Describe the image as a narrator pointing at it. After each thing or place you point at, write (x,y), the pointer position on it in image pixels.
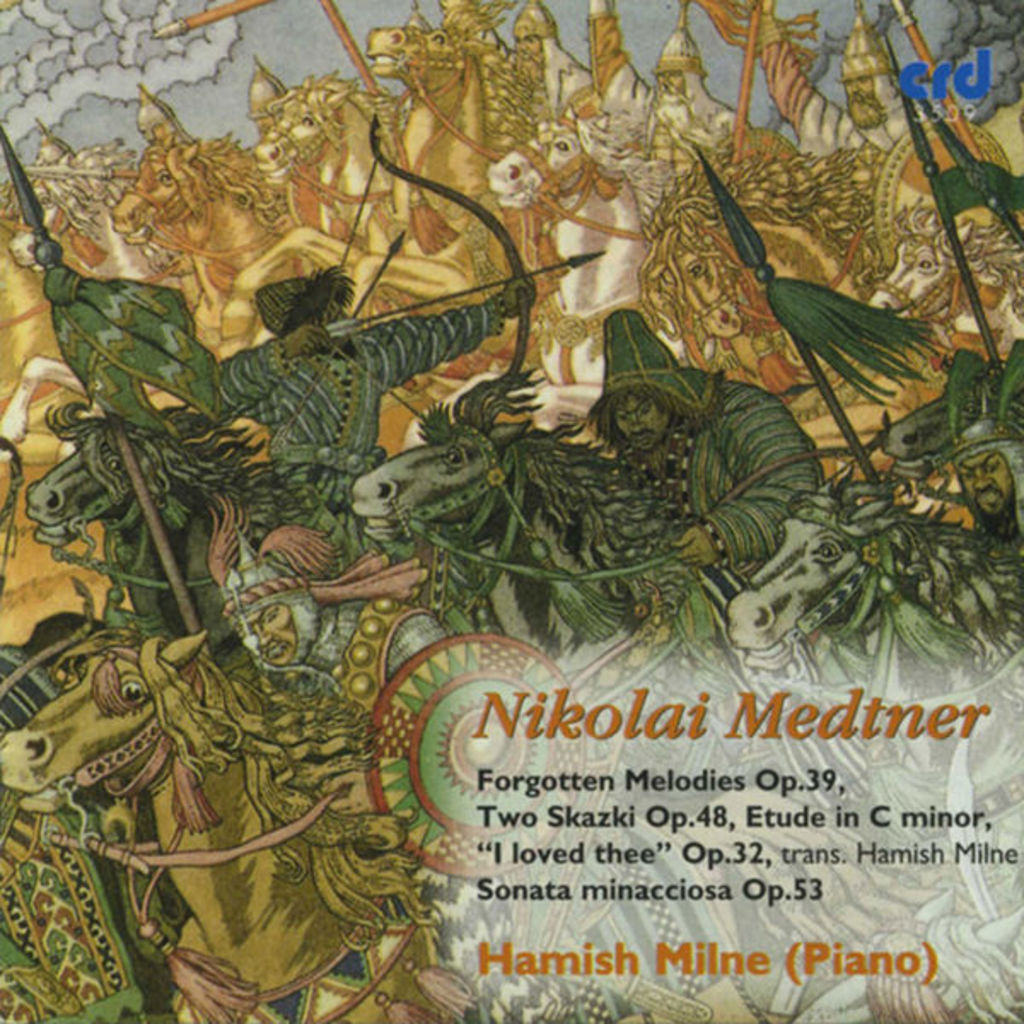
This image is a picture. In this image we can see persons (690,492), horses (432,489), bows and arrows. At the bottom right corner (735,954) there is a text (578,947).
